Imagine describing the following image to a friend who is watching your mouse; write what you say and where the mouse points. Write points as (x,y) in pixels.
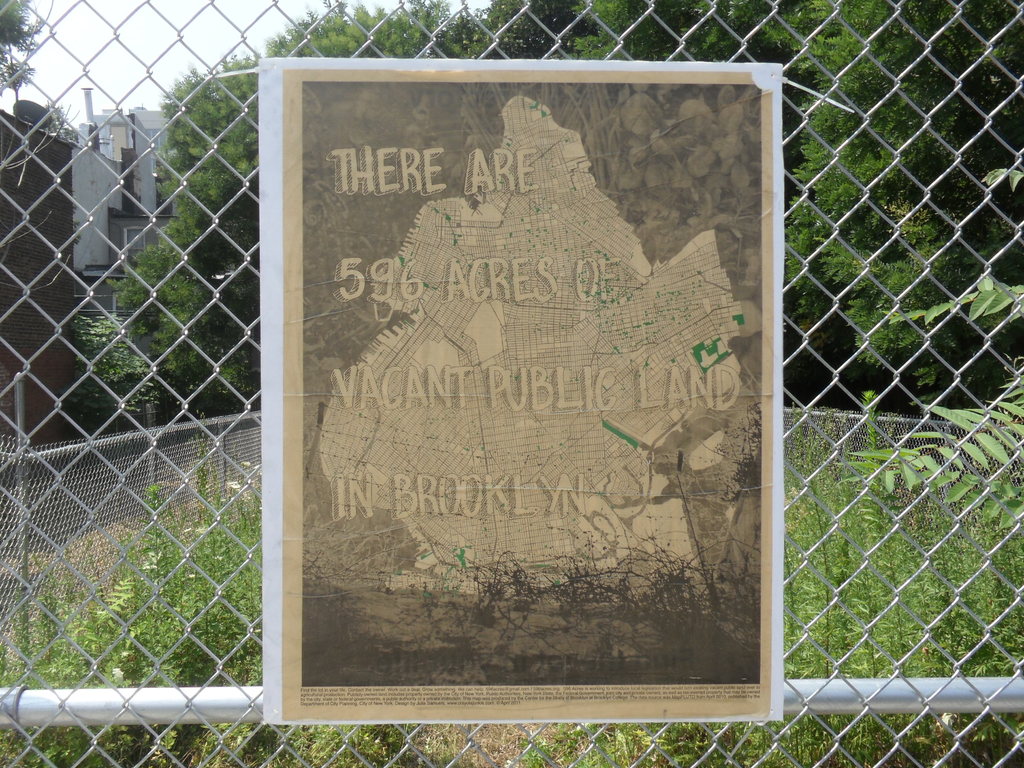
This is a paper (608,426), it is sticked to the iron net (983,195). At the back side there are green color trees (845,179).
